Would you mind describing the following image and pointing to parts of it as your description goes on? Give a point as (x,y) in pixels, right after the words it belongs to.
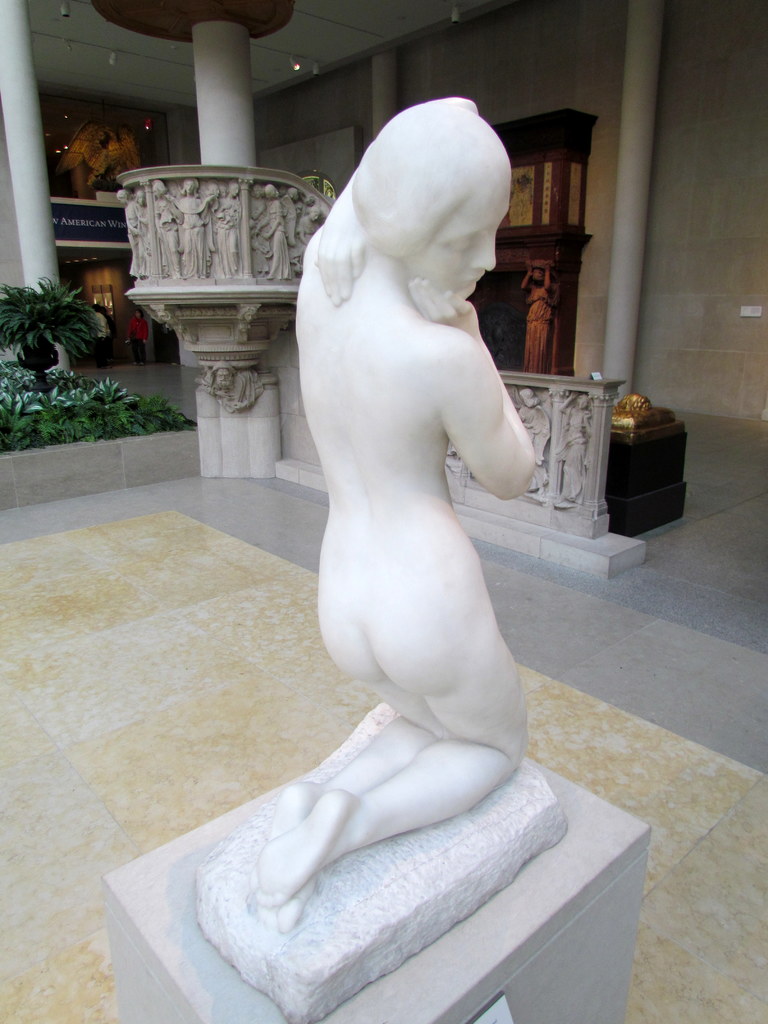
In this image we can see a sculpture (393,492) of a lady (400,530) which is made of a white stone (426,739). There are many sculptures (268,265) on the walls (535,468). There are few lights (295,67) in the image. There are few plants (93,392) at the left side of the image (80,386). There is an object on the wall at the right side of the image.
